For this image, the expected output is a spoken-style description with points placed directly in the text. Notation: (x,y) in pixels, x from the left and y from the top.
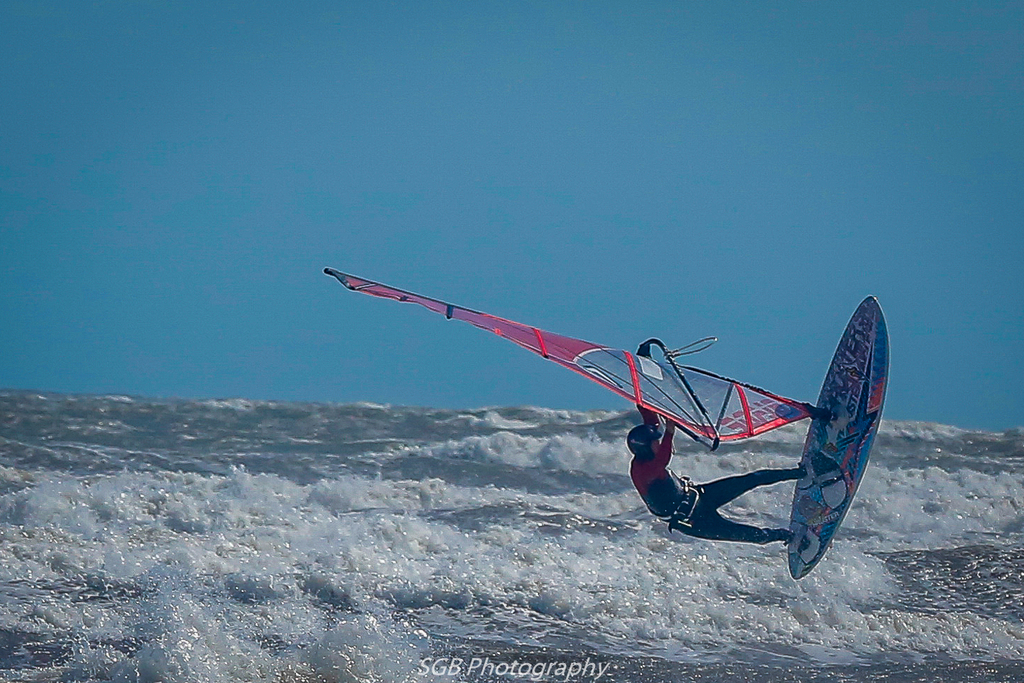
In this image there is a person (651,505) surfing on the water (547,425).
